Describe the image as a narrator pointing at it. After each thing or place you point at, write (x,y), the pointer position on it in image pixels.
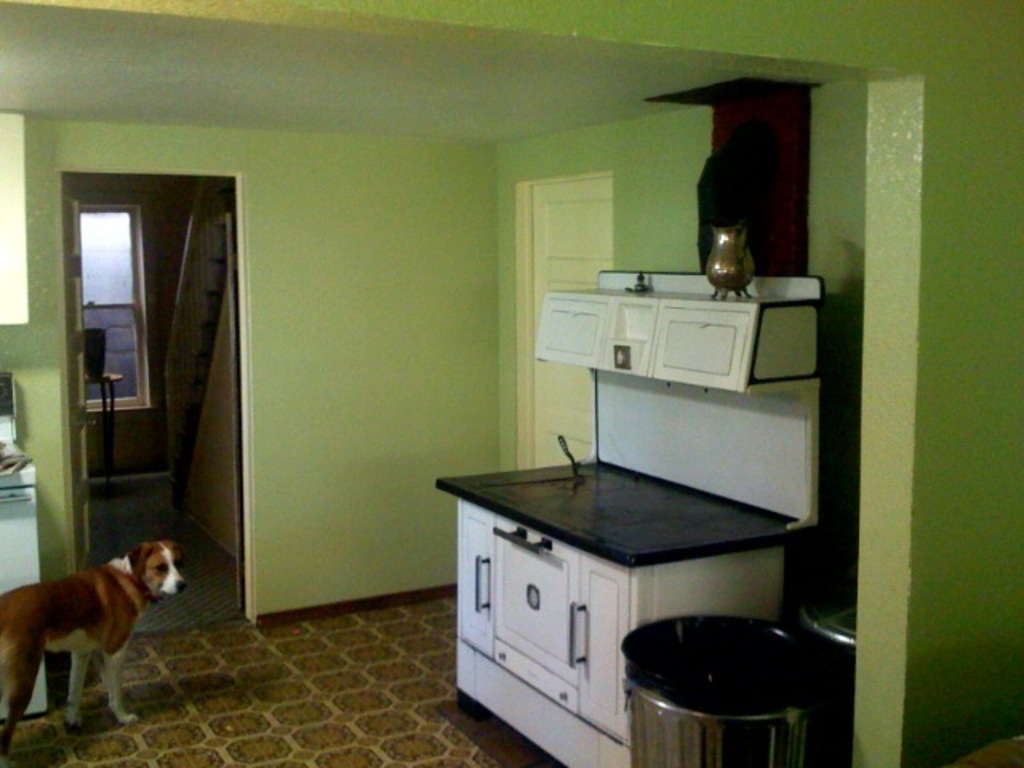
In this picture we can see a dog (90,641) standing on a floor (88,724) on the left side (79,651). There is a jug (732,239) on a white shelf (673,343). There is a white stove (636,579) on the right side (712,582). Few bins (738,751) are visible on the right side (717,685). A staircase (204,459) is visible in the background (198,276). A vase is visible on the table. We can see few objects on a white object (10,528) on the left side (18,455).
